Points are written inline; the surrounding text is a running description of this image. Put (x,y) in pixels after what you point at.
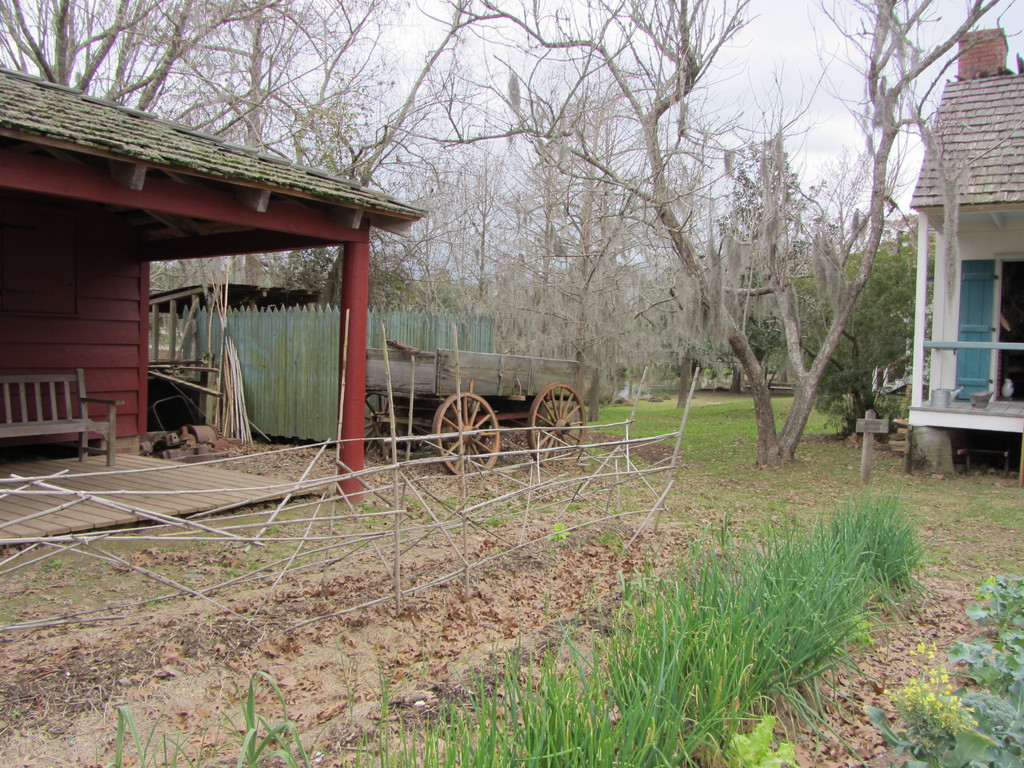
In this picture we can see grass (752,602), some leaves (608,571) and plants (804,650) at the bottom (874,646), on the left side (92,414) there is a bench (40,381) and a shed (105,409), on the right side (954,378) we can see a house (1002,375), there is a trolley (552,381) in the middle (540,388), in the background (598,388) there are some trees (750,293) and grass (730,434), there is the sky (730,96) at the top of the picture (743,58).
